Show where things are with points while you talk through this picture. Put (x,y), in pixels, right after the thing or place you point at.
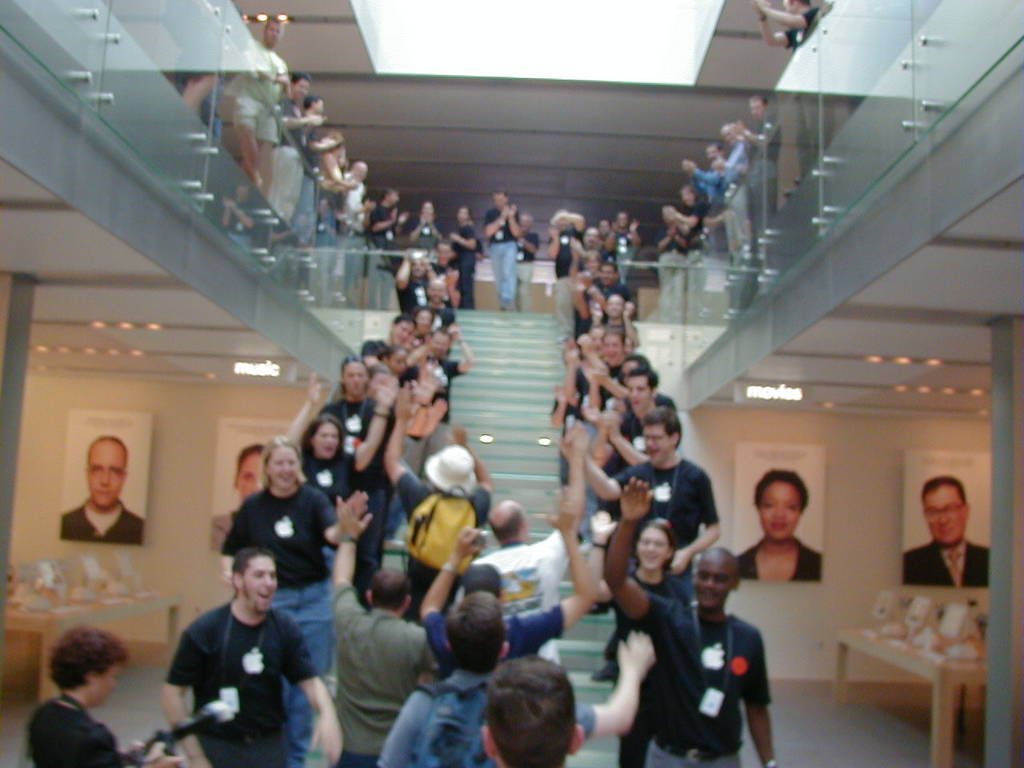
In this picture there are group of people (652,480) standing on staircase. Towards the left (68,469) there are two photographs (144,442) attached to the wall (211,460), Towards the right (778,507) there are two more photographs (756,507) attached to the wall (876,465). In the right bottom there is a table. In the top (665,144) there is a ceiling (449,58).
